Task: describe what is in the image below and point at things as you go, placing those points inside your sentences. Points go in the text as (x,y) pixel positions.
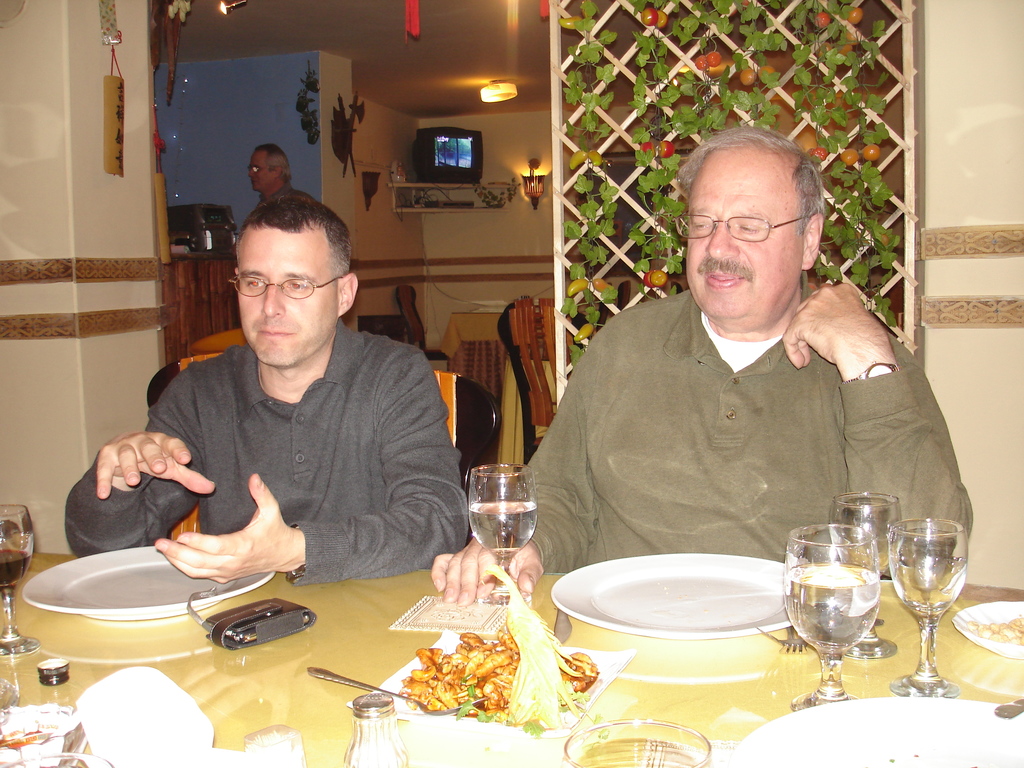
In this image we can see few people (657,458) sitting on the chairs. There is a television (463,151) on the wooden object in the image. There are few house plants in the image. We can see few plates (793,746), few glasses (18,563) and few other objects (281,636) placed on the table (297,668). A person (281,187) is standing at the left side of the image (263,195). There are few lamps (495,94) in the image.
